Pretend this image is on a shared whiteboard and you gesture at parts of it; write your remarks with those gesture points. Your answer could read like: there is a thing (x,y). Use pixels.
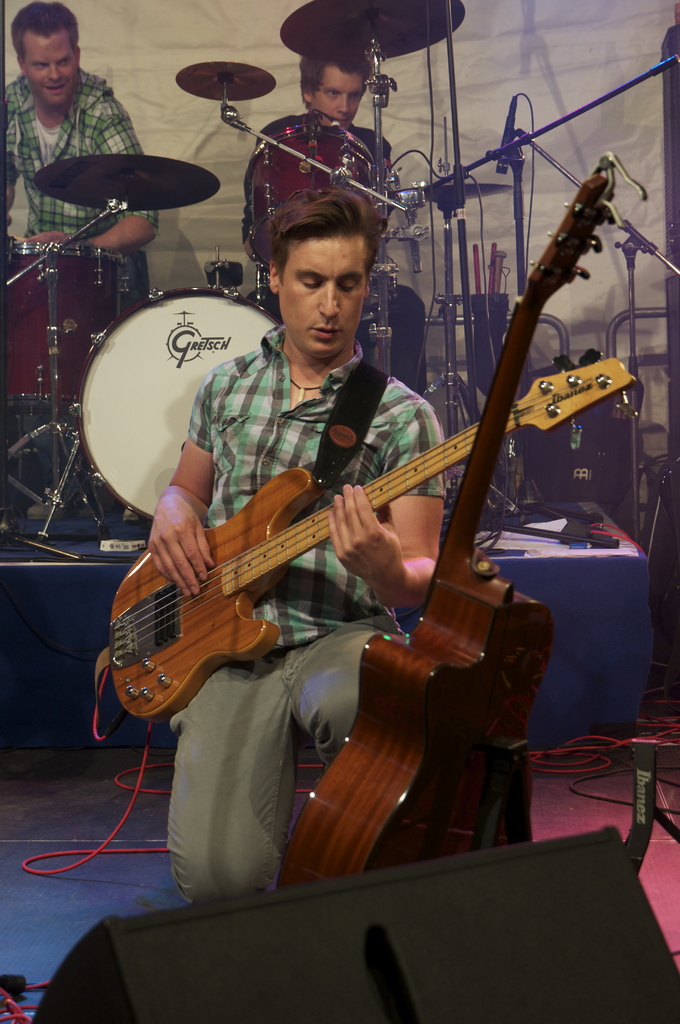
In this image I can see three people (263,437) are playing the musical instruments (391,853).
